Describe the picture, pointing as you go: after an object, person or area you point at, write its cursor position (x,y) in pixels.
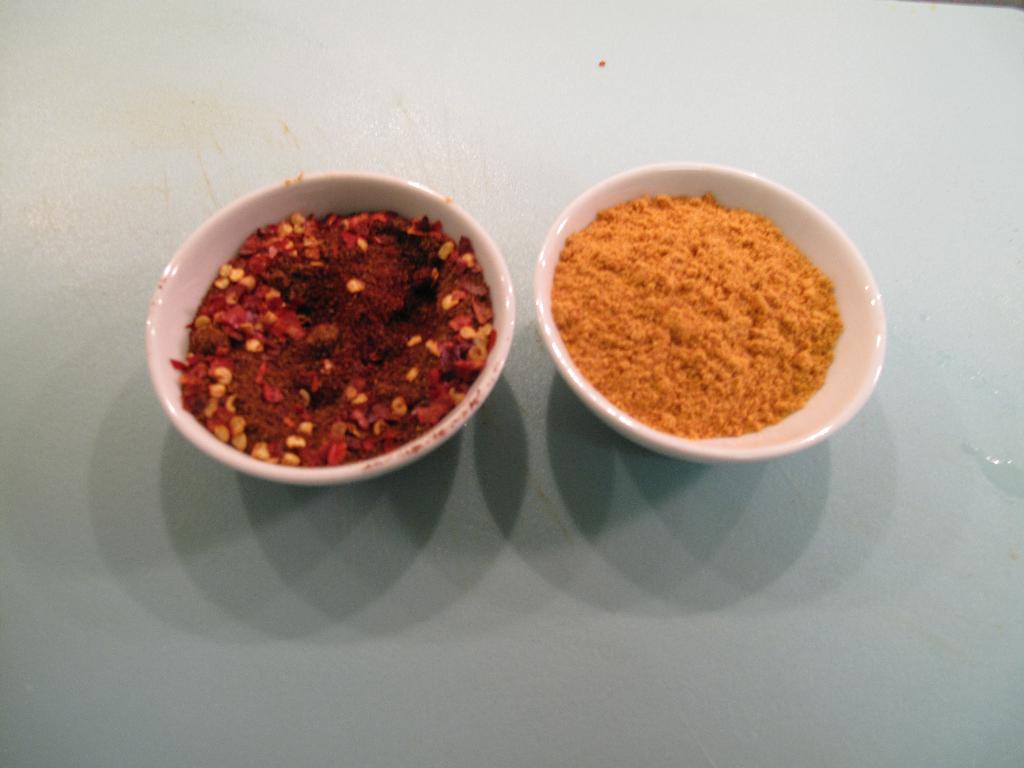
In this image we can see different bowls (586,309) containing spices (683,400) in it placed on the surface (436,497).
